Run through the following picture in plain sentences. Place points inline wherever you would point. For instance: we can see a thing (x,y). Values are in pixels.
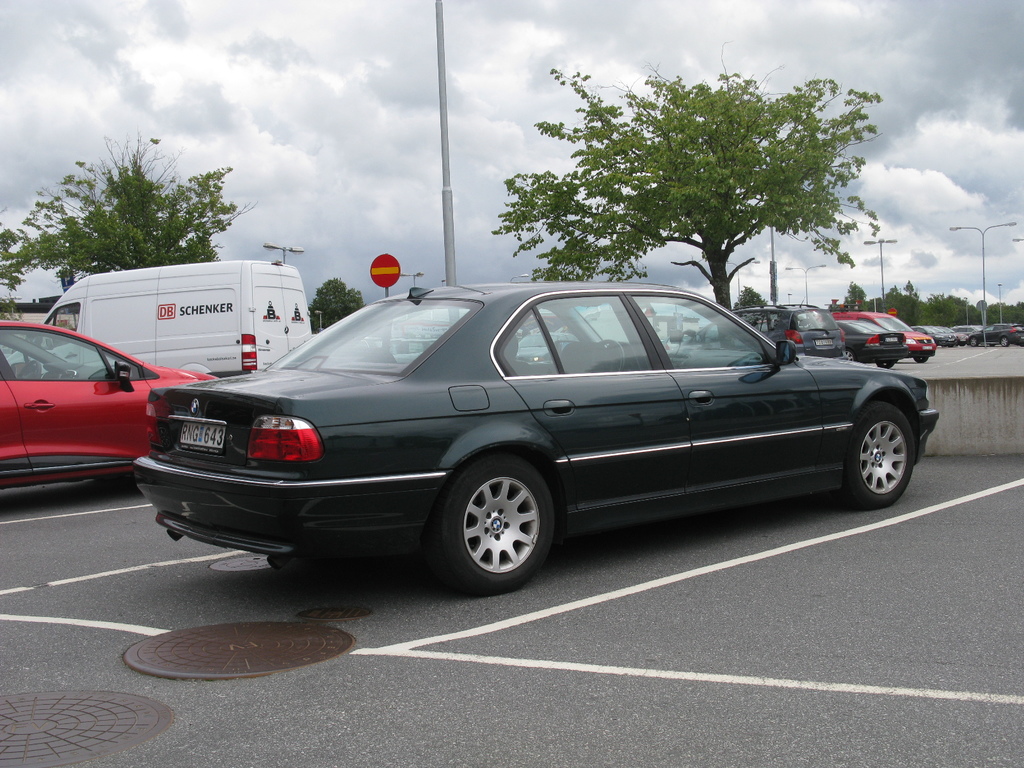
In this image there are some vehicles (488,391) in the center (439,319), and also i can see some poles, lights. At the bottom (231,647) there is road (965,478) and at the top of the image (986,49) there is sky (380,103), and in the center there is one pole (444,117).
